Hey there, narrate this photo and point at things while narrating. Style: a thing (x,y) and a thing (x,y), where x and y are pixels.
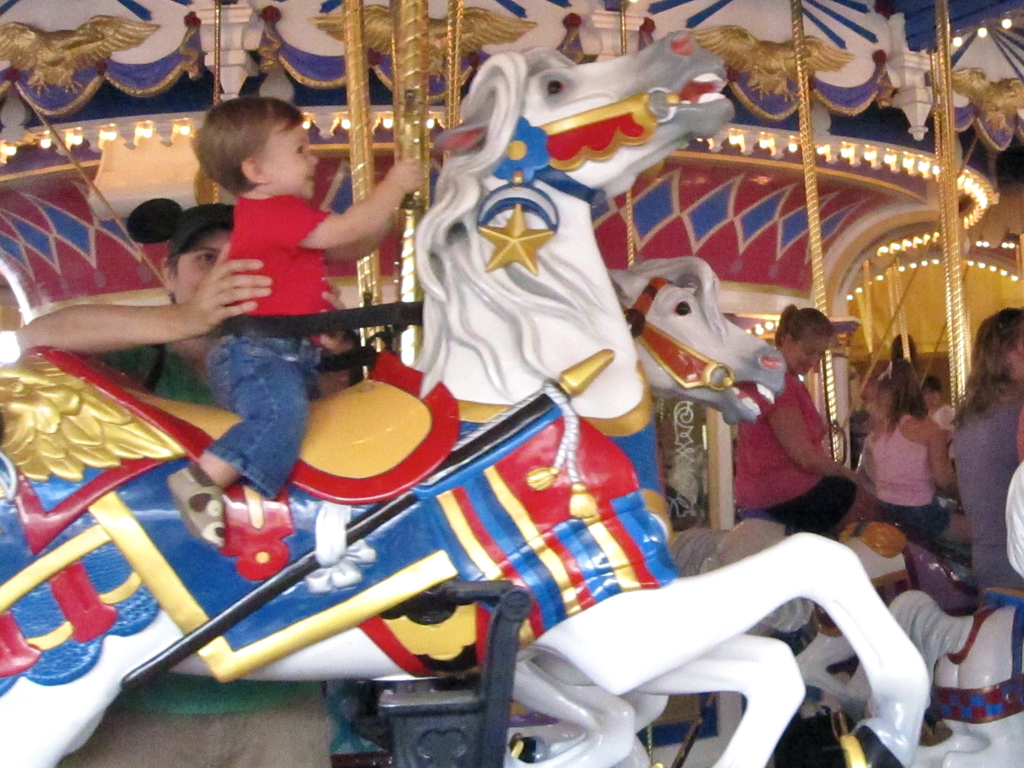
This picture describes about group of people (793,530), few people (239,392) are seated on the horse toys (580,520), and we can find few metal rods (417,119).
